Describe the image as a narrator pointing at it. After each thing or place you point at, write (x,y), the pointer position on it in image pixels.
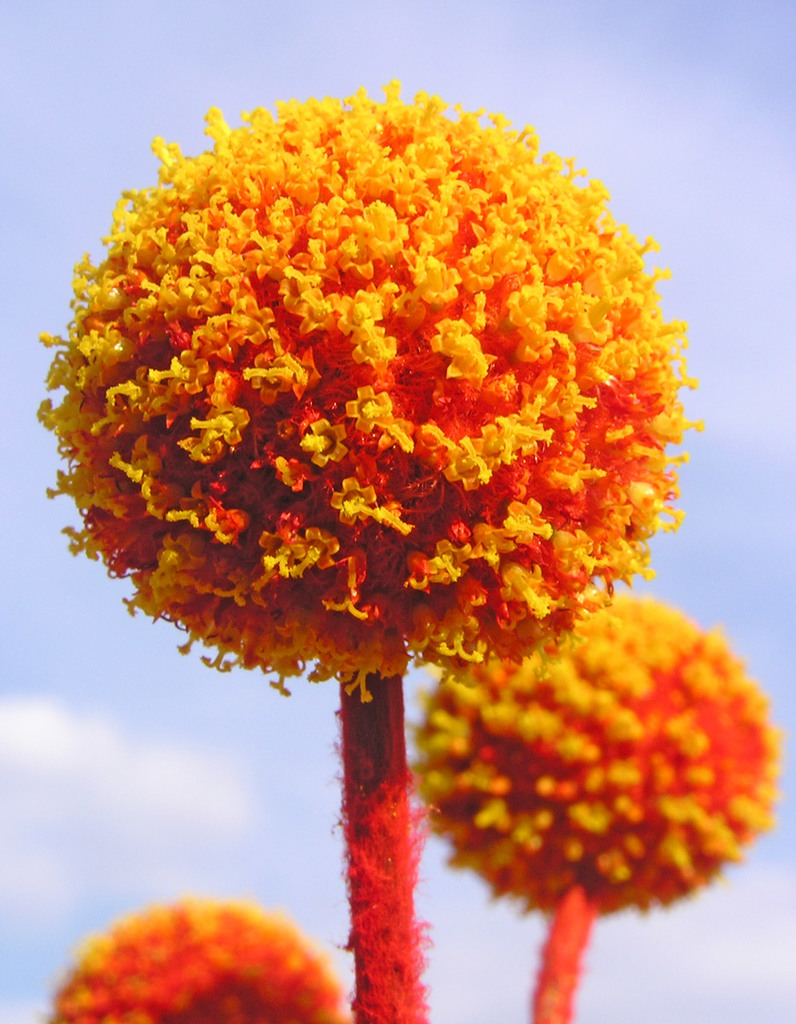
In this picture I can see 3 flowers (518,479), which are of orange and red color. In the background (56,591) I can see the sky (764,864).
